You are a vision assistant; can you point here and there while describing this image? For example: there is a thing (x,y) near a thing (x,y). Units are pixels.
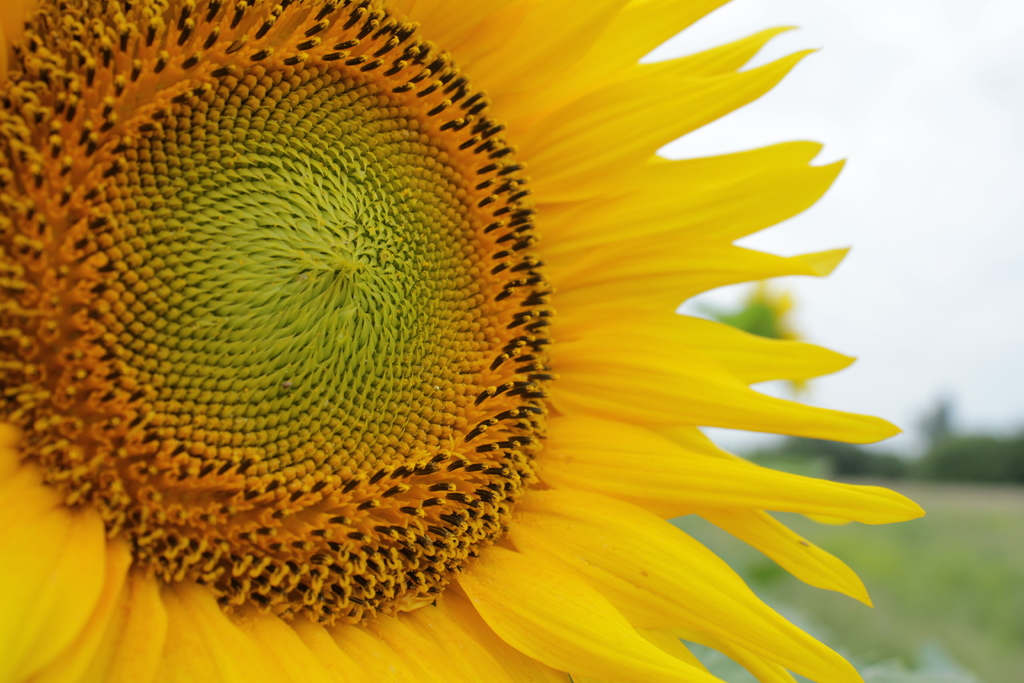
In the image we can see a flower (630,3). Background of the image (1014,605) is blur. In the top right corner of the image (835,54) we can see the sky (764,12).
